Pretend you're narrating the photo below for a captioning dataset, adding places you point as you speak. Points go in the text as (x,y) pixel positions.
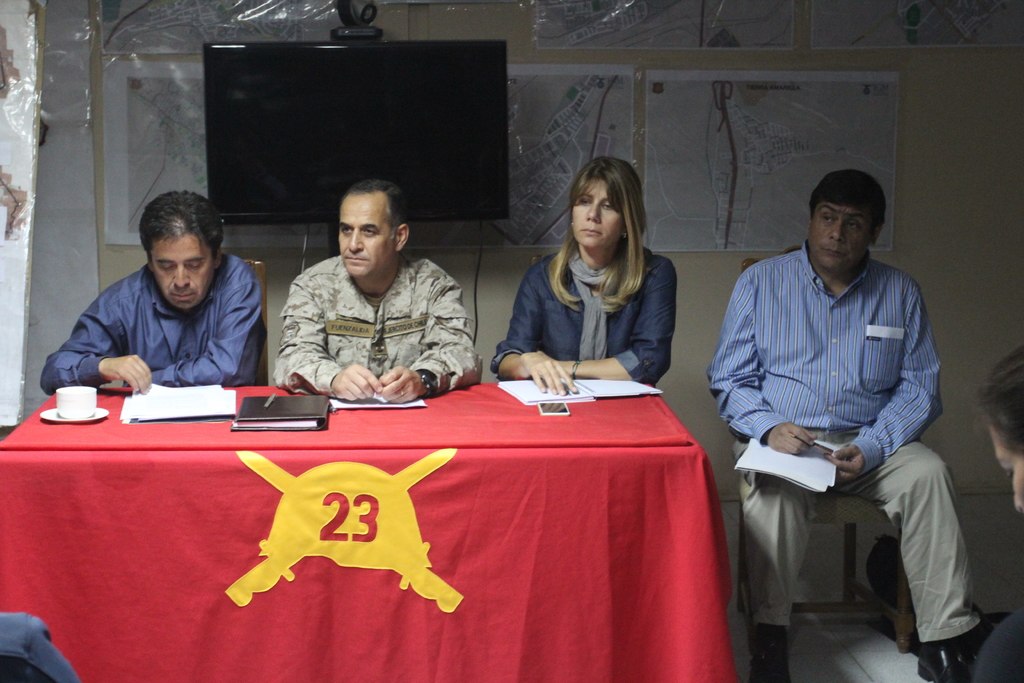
This picture is of inside. On the right (863,272) there is a man (829,327) wearing blue color shirt (842,352), holding a pencil (825,450) and sitting on chair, beside him there is a woman (606,302) sitting on the chair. In the center (343,262) there are two persons (320,322) sitting on the chair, in front of them there is a table (529,507) covered with a red cloth (388,599) and on the top of the table (522,423) there is a mobile phone (556,407), a book (269,424), a cup (88,416) with a saucer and some papers (231,411) are placed. In the background (536,90) we can see a wall (980,125), some posters (755,72) hanging on the wall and a wall mounted television (353,109).
